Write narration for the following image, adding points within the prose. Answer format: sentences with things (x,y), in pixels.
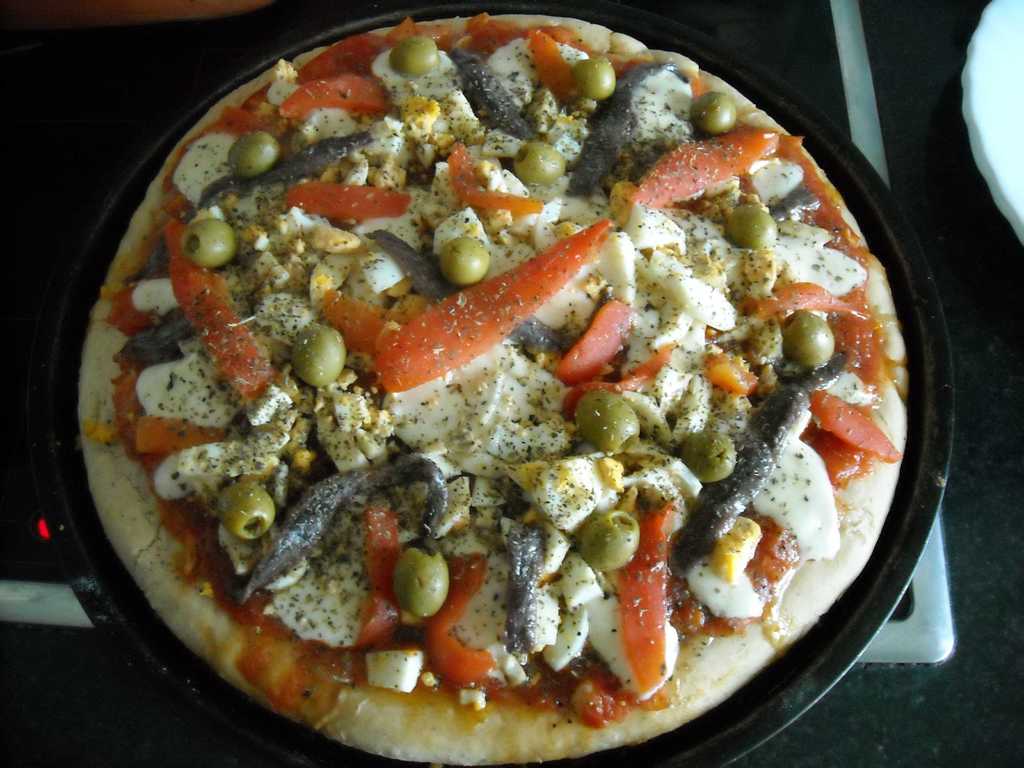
In this picture we can see a pizza (443,663) on a pan (706,741) and this pan (106,203) is on a stove (51,187).
